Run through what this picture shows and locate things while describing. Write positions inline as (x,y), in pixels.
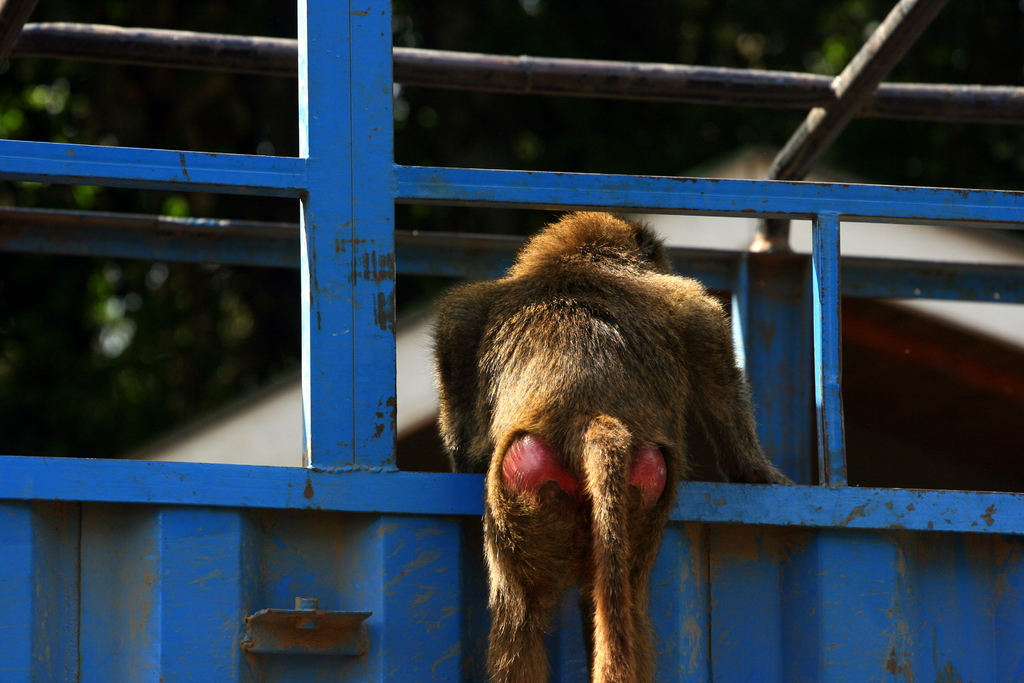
In this image I can see monkey (616,324) on an iron object (705,541). And the background (17,266) is blurry.
